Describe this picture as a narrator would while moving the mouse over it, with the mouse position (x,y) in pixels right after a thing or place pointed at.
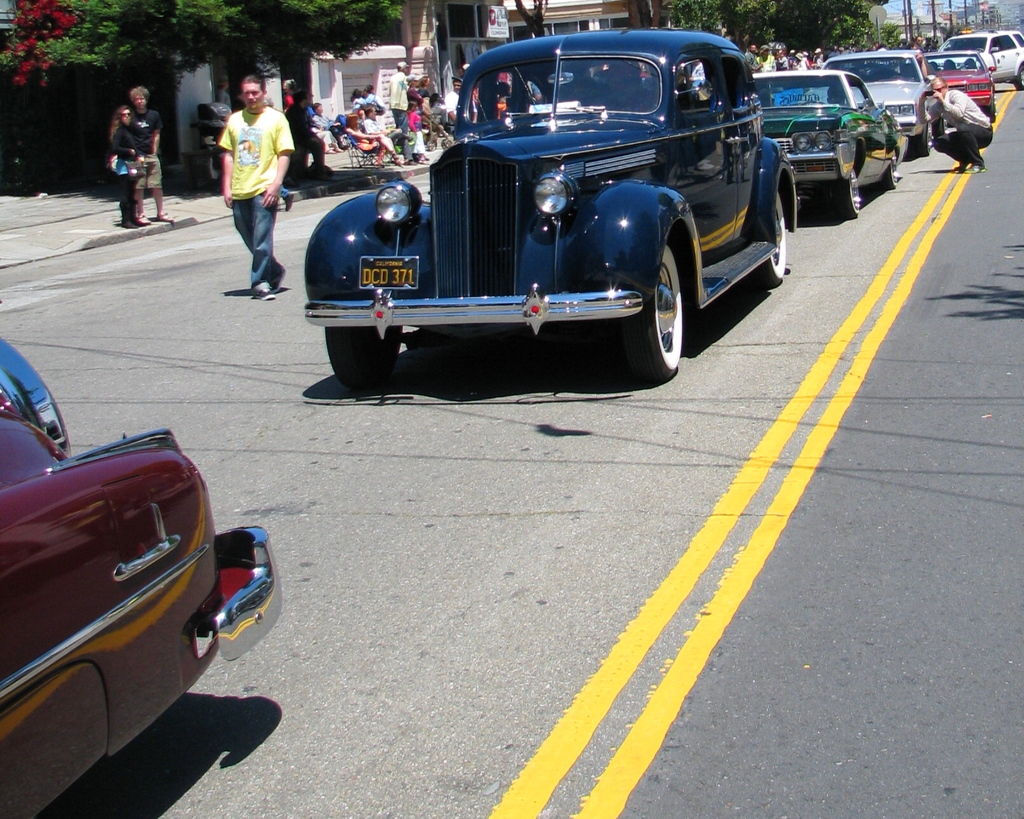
In the image we can see there are many vehicles (550,267) on the road (441,453). These are the headlights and number plate (390,284) of the vehicle (395,302). There are even people (272,147) walking and some of them are standing, they are wearing clothes (256,169). We can see there are even people (371,141) sitting. Here we can see trees (717,25), poles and the building (590,13).
